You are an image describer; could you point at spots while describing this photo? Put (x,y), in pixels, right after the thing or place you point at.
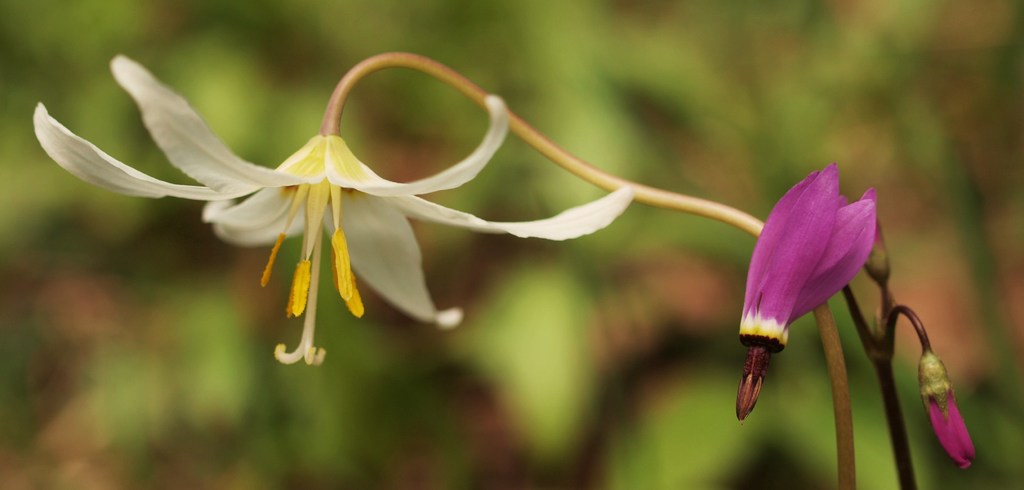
In this picture we can see few flowers (787,257) and blurry background (699,130).
